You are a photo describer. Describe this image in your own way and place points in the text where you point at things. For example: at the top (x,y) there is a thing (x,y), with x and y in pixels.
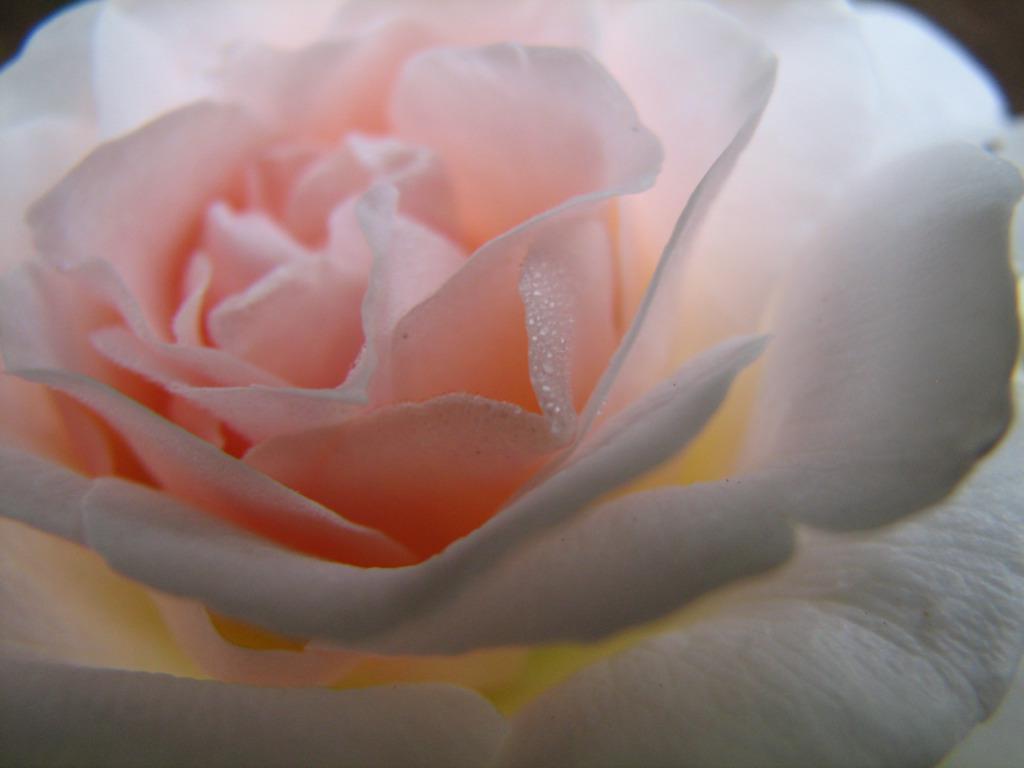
In this picture we can see a flower (530,524) here, we can see petals (568,356) of the flower (586,311).
